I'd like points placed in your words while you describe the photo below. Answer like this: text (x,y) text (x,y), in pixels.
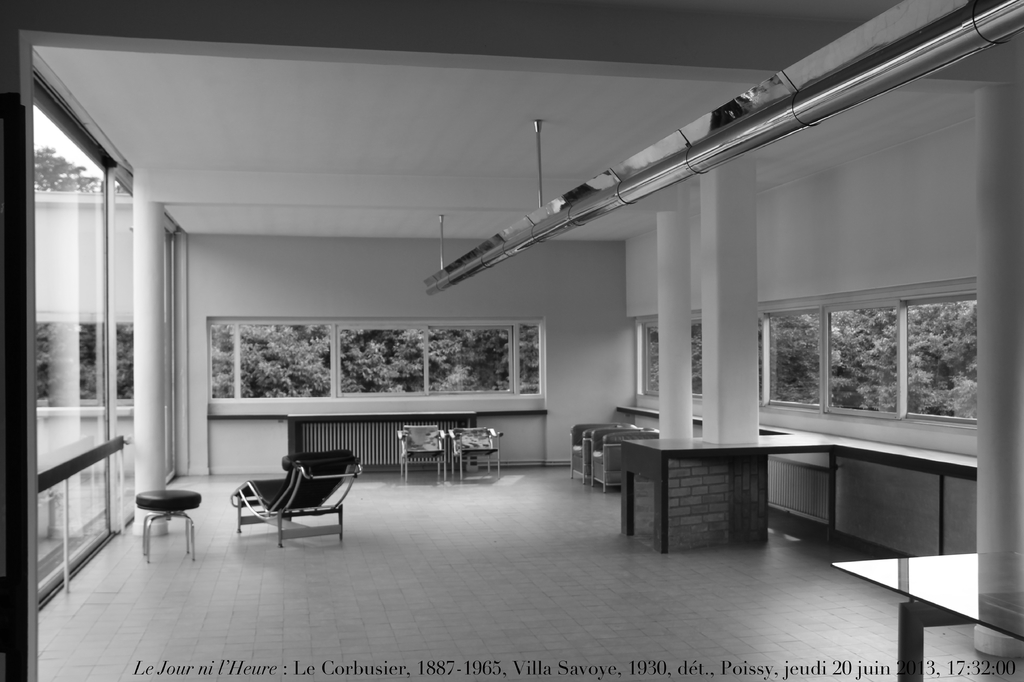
In this image there are tables (692,497), chairs (603,446). There are glass windows (419,371) through which we see the trees (873,354). On the left side of the image (106,313) there is a glass door (120,469). There is a wall (951,160). On top of the image (601,198) there is a metal rod (696,156). There is some text (689,665) at the bottom of the image (751,668).
